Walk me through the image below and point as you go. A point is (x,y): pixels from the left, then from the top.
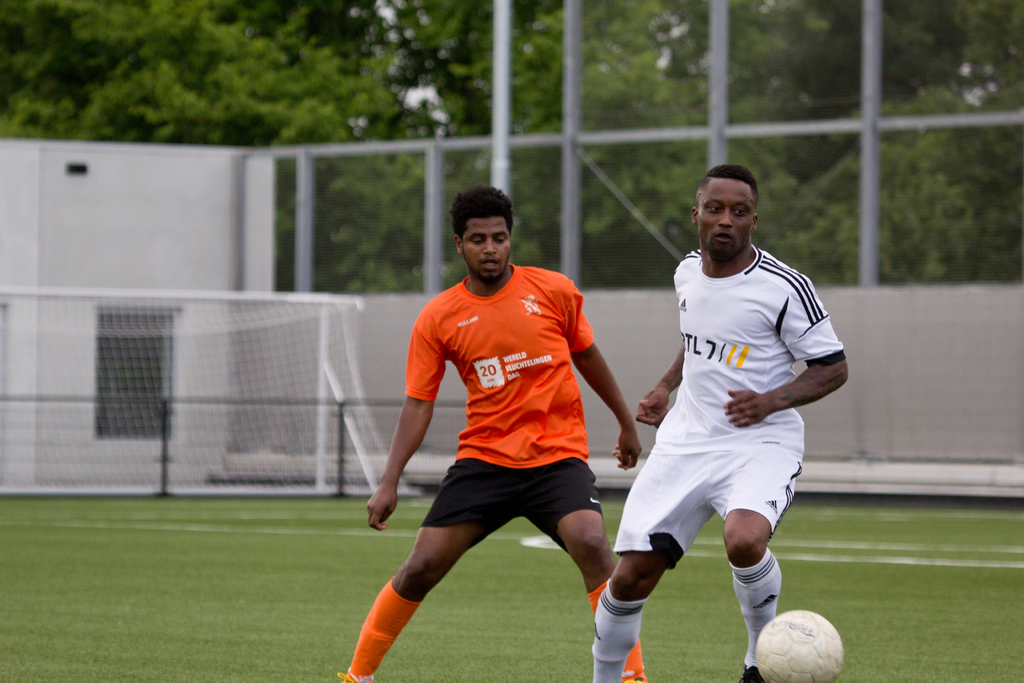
In this image there are two players (584,470) who are playing the football (807,654) in the ground (236,630). At the back side (264,331) there is a goal post (246,329), fence (447,185) and trees (336,70).
